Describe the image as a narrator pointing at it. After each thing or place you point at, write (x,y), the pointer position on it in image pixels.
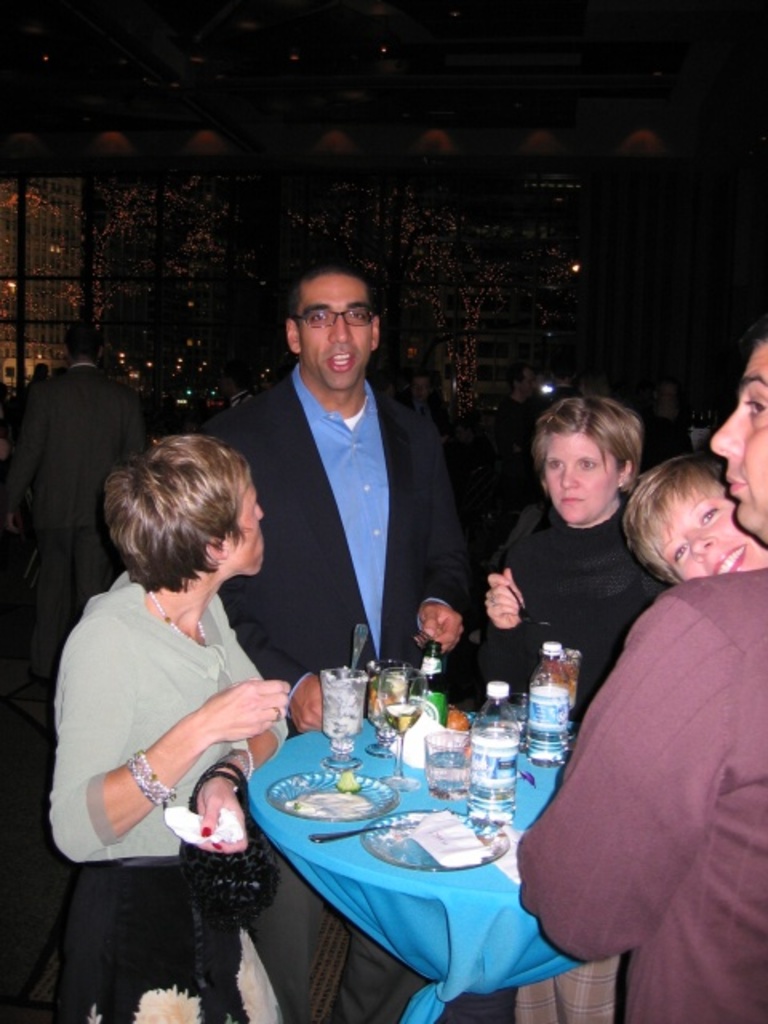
In this image there are group of people (583,1021) who are standing in front of a table (363,737). On table (371,732) we can see a plate (370,834), tissues (457,833), spoon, glass (447,763), water bottle (499,781), fruit (458,718). On left side (110,452) there is a man (102,416) walking, in background (439,281) we can see windows (117,253) and doors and roof (297,107) on top (312,67).
